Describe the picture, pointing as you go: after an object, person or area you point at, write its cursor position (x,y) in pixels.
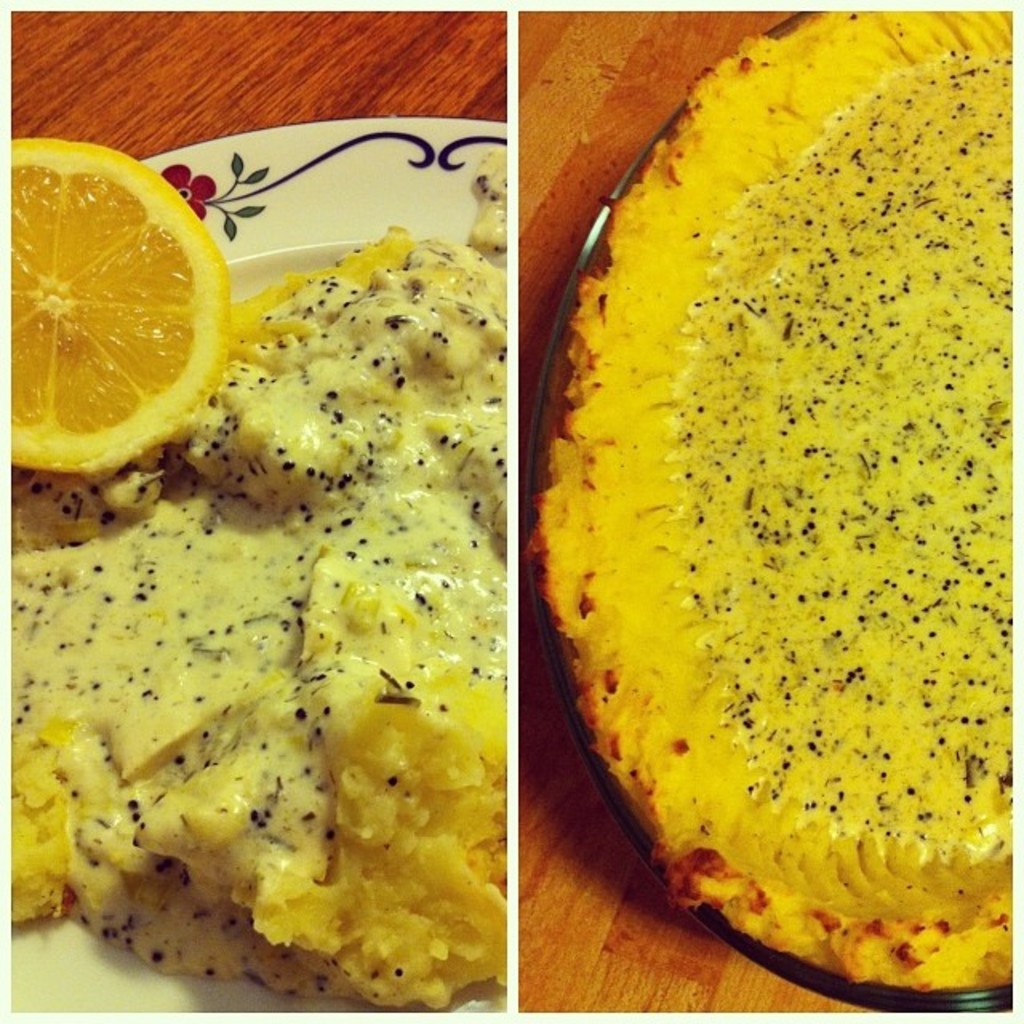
This is an image with collage in which we can see some food (599,529) and a piece of lemon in a plate (83,990) which is placed on the wooden surface (530,652).
